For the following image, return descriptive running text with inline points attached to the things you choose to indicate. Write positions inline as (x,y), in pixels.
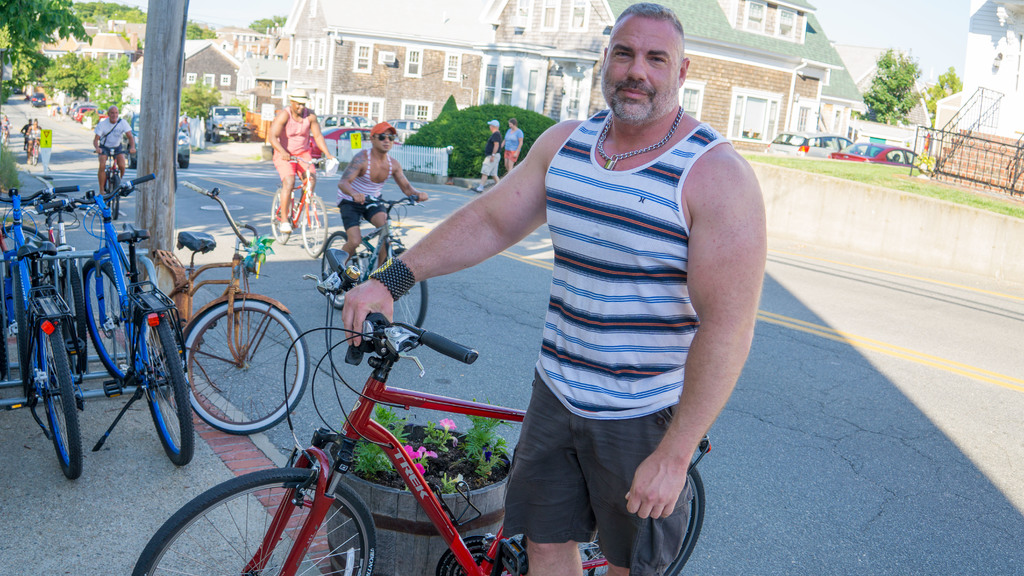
In this image i can see man (630,255) standing and holding bicycle (372,363) i can also see a plant (434,456), at the background (379,174) i can see few persons (296,129) riding bicycle (311,175), a tree (421,129), a building (456,86) and a sky (920,6).
